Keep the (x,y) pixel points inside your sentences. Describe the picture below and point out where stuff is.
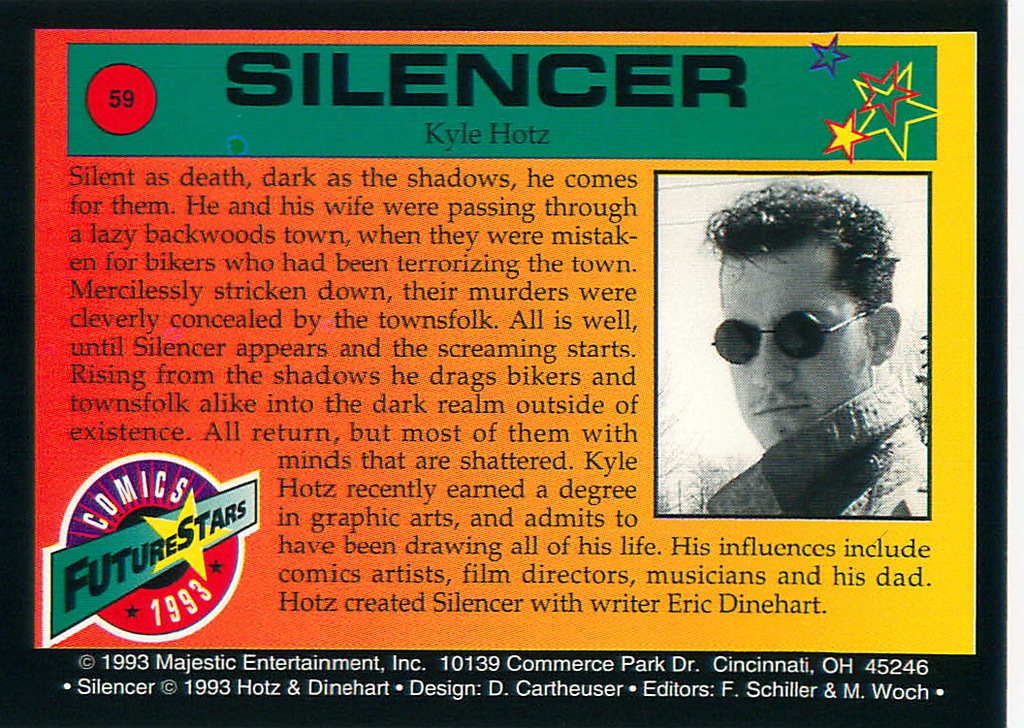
In this image there is the poster (421,268) and on poster (329,326) there are some text (301,317) written and there is the image of the person (761,380).
